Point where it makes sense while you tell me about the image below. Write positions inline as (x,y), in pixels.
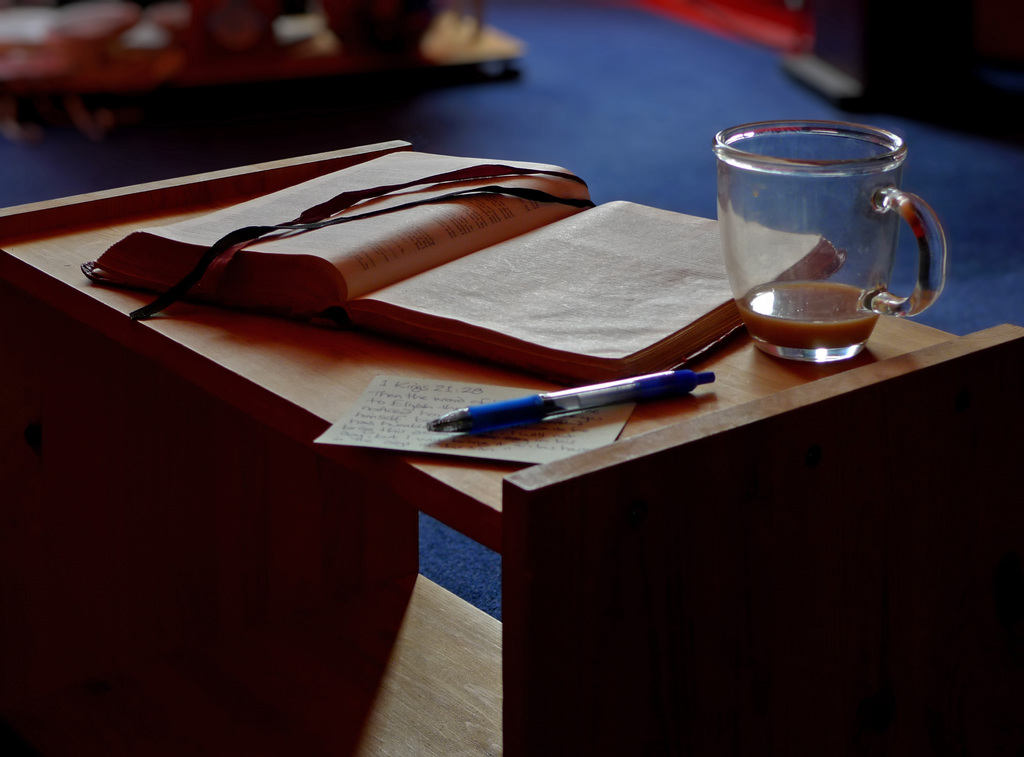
In this picture i could see a book (396,263), cup (754,252), pen (546,400), paper (386,413) placed on the wooden table (324,423). In the background (508,74) i could see some wooden cabinets (326,53) and there is blue a colored carpet (589,79).
